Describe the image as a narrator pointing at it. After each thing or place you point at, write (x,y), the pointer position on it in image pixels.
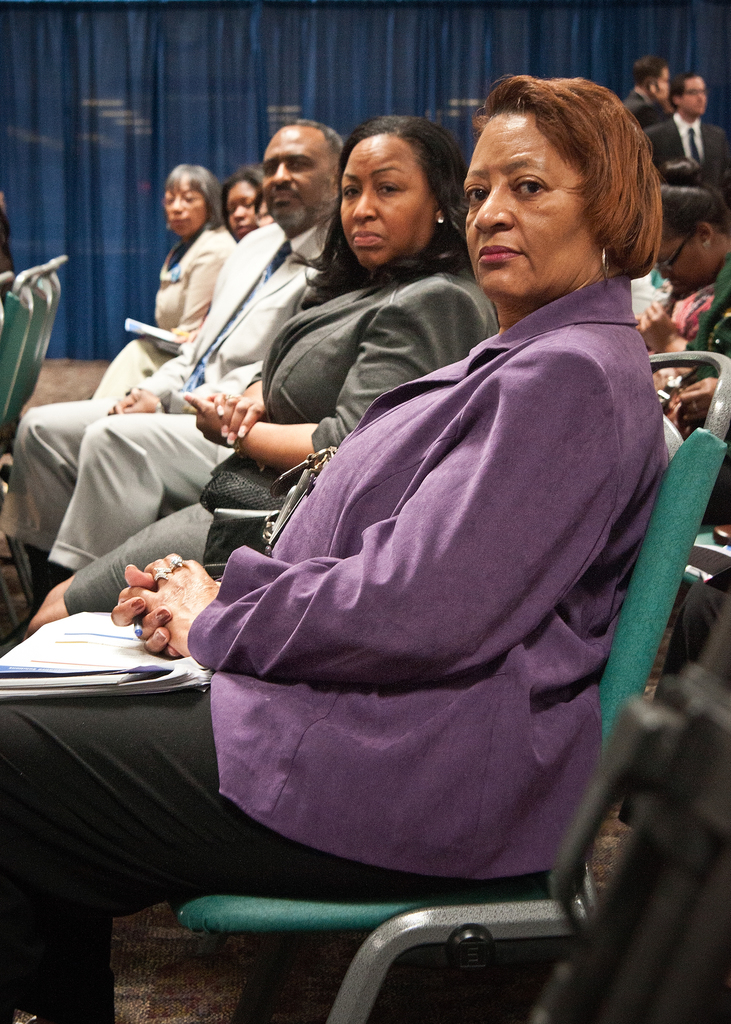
This image consists of so many chairs (673,830) and people (420,389) are sitting on that chairs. Most of them are wearing blazers (290,419). There are men (189,459) and women (279,431) in this image. There are curtains (413,91) at the top (339,56).
